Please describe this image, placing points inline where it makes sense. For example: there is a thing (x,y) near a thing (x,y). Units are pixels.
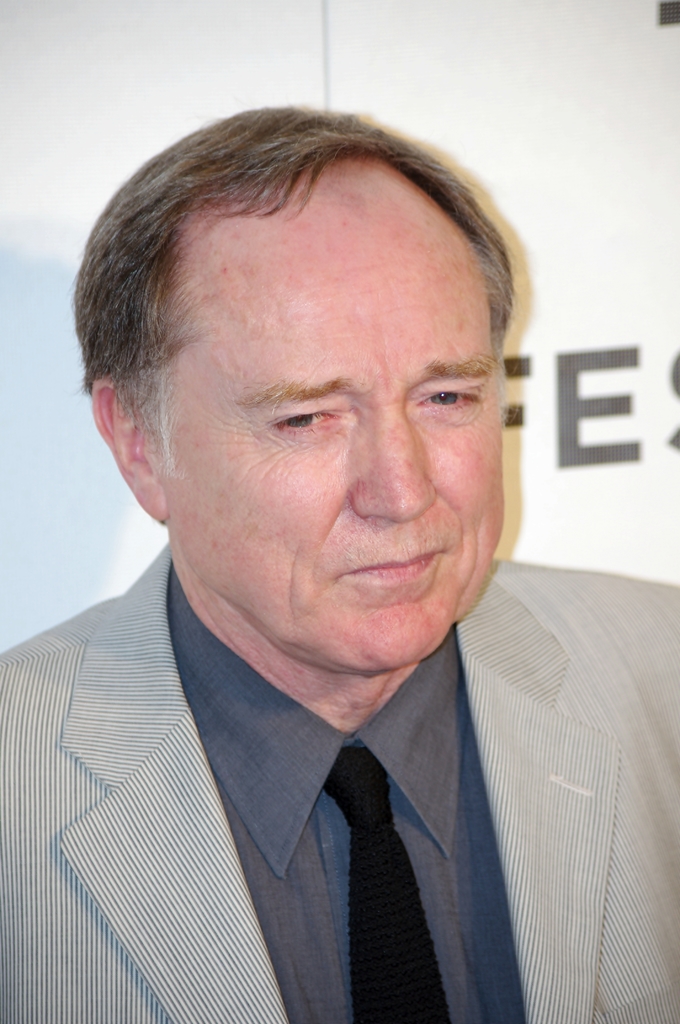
In this image we can see a man (391,882) who is wearing coat (123,757) with grey shirt (274,838) and tie (403,887). Behind him white color banner (589,442) is there.
